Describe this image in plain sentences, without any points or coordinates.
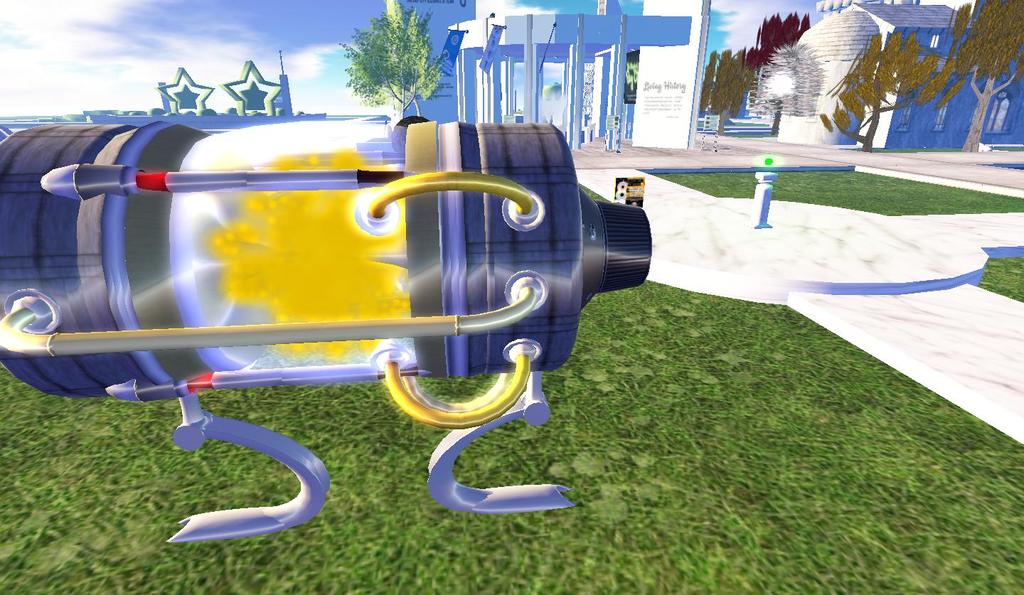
It is a graphical image.
